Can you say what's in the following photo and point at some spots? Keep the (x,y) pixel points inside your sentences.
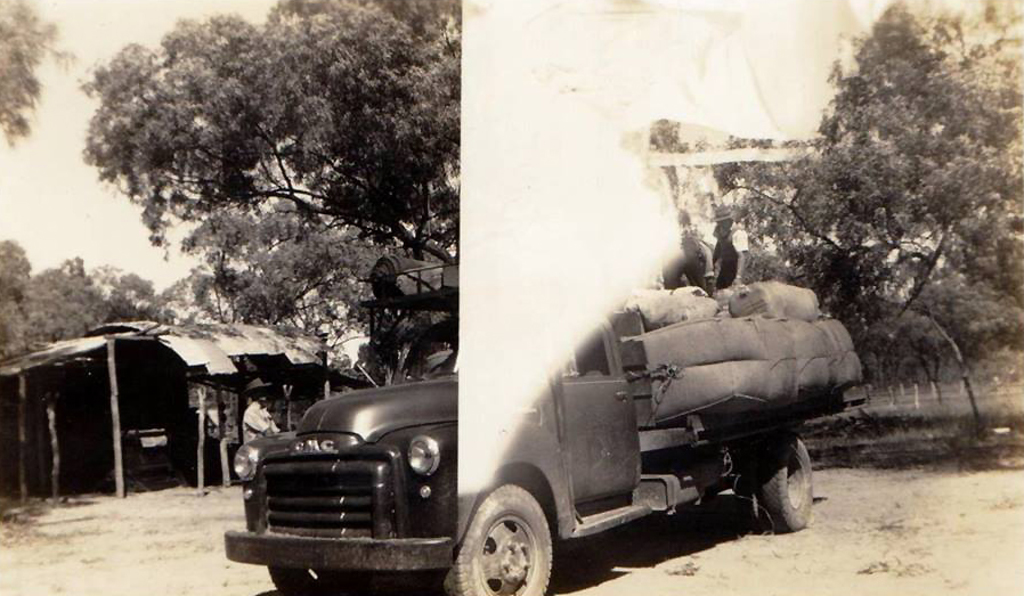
In this black and white image, where we can see a vehicle (427,350), trees (308,191), it seems like white shade (574,340) and shed (140,392).
